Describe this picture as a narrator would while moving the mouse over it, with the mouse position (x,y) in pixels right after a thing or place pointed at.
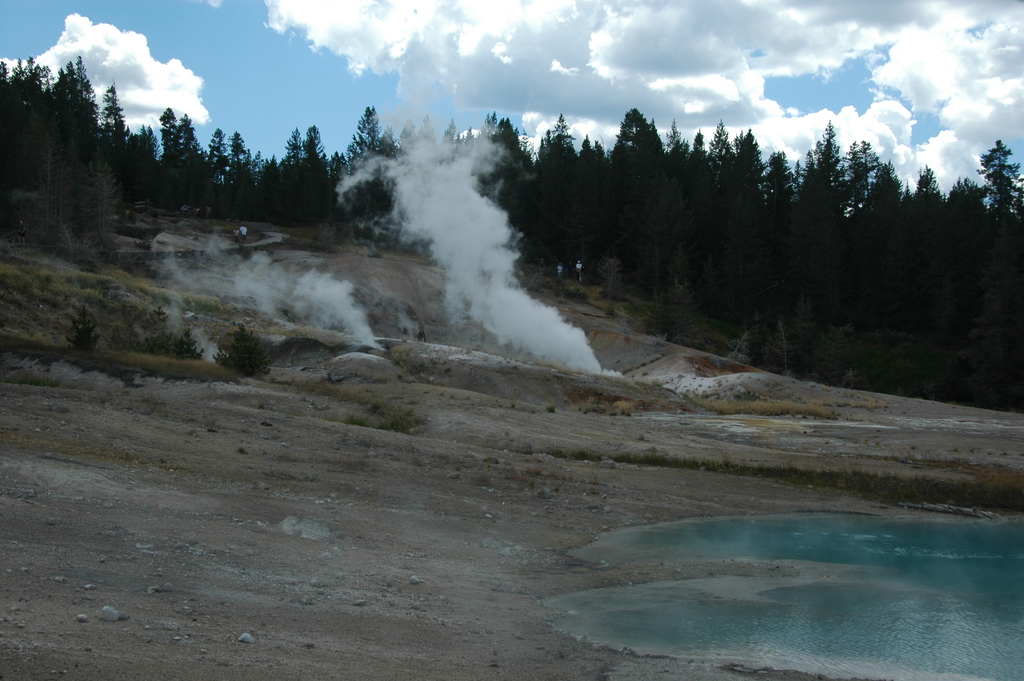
In this image we can see water (959,607), smoke (209,289), grass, ground (128,418), trees (66,201), sky (349,109) and clouds (543,64).
